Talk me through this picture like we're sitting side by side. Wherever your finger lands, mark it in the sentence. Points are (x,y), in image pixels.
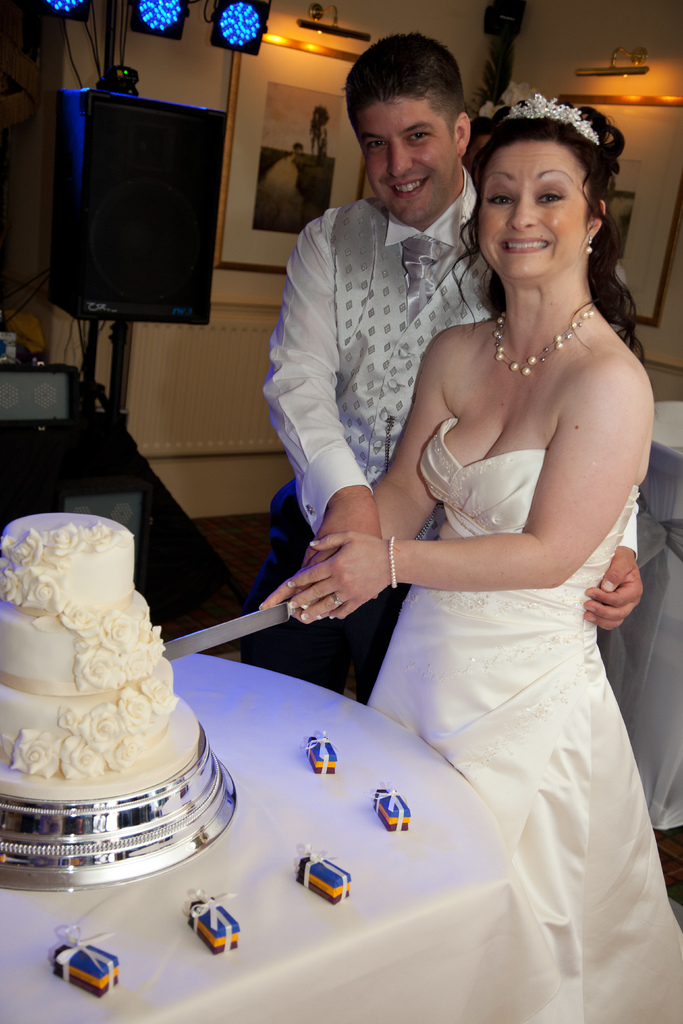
There is a man (350,305) and woman (415,492) holding a knife (221,638). In front of them there is a table (313,857). On that there is a white cloth (327,943). Also there is a cake (108,690) with a plate (103,853). In the background (180,358) there is a speaker (100,250), lights (140,8) and wall (476,21). On the wall (332,41) there are photo frames (641,147).
